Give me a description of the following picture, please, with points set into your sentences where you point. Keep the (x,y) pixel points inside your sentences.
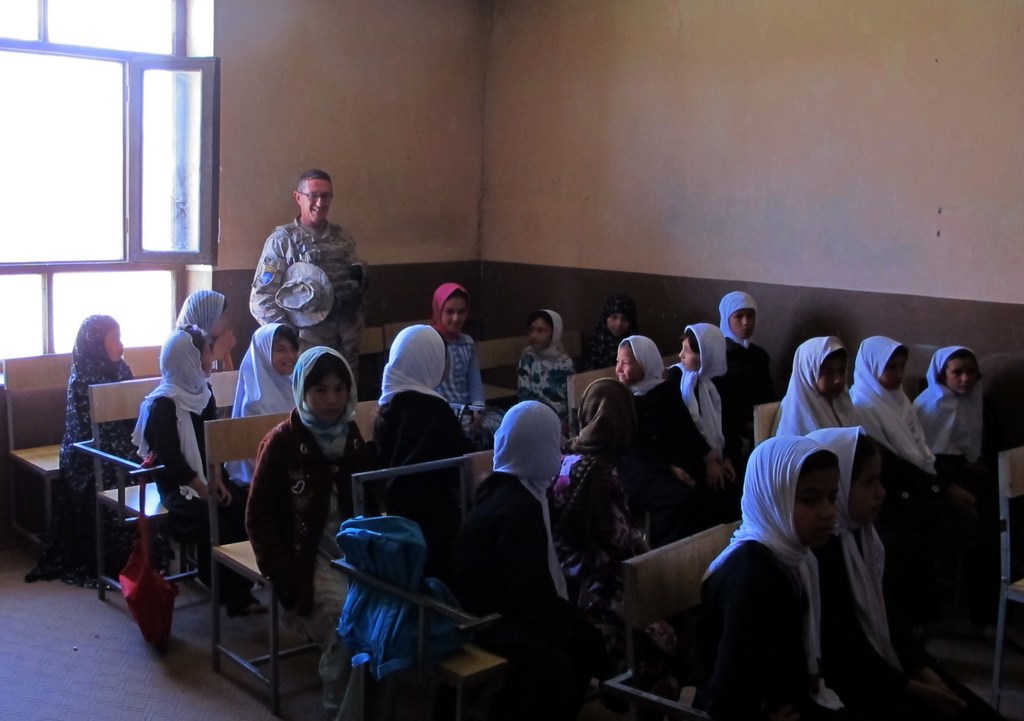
In this picture we can see the view of the classroom (177,480). In the front (259,396) we can see many student (907,440) sitting on the bench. Behind you can see a army military man (347,274) standing and smiling. In the background (428,169) we can see brown color wall (377,172) with glass window (199,130).
